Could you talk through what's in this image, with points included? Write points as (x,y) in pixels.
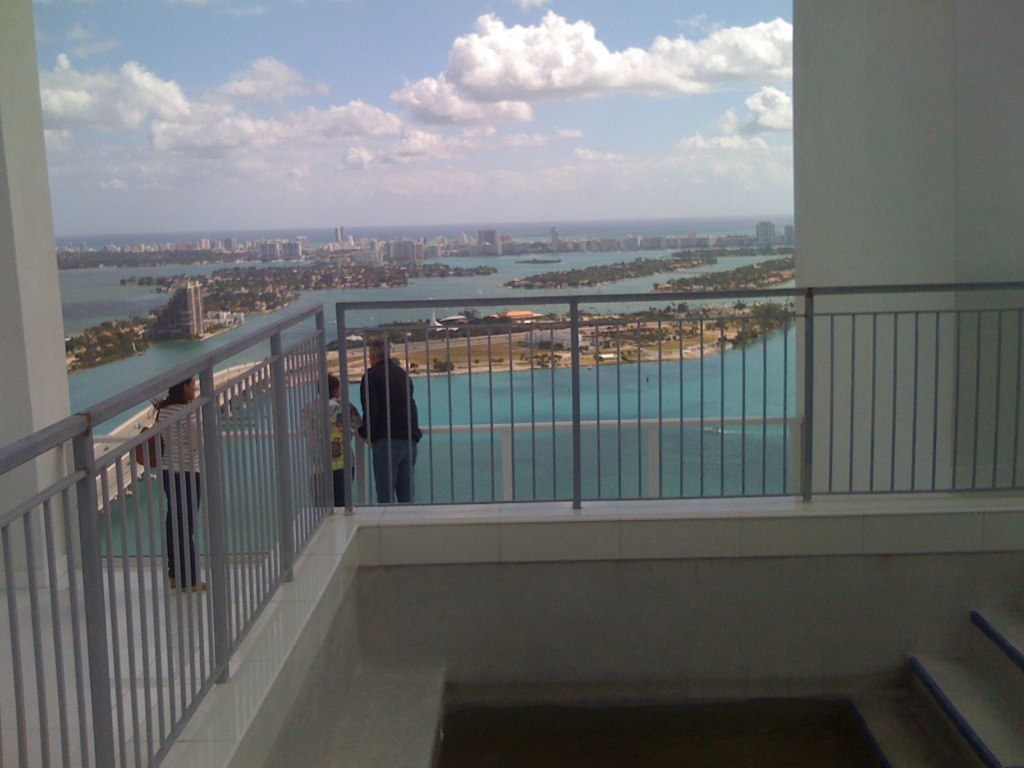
In this image, we can see three people (395,467) are standing near the railing (623,464). Here we can see grills (955,449). On the right side (994,708), we can see few steps (987,721). Here there is a water (826,761). Background we can see wall (843,205), pillar (27,375), so many buildings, houses (228,324), water (652,387). Top of the image (234,165), there is a sky (535,122) with clouds (173,144). Here we can see so many trees (550,313).
